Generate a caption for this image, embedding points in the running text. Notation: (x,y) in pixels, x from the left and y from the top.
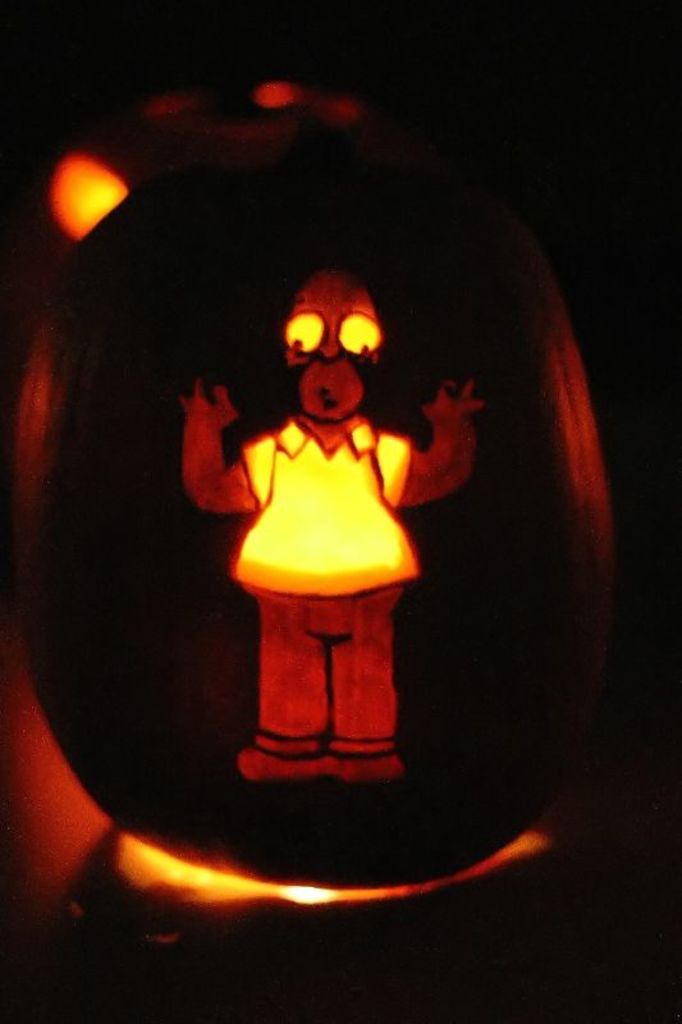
In this picture I can see a cartoon picture (324,611). The background of the image (294,375) is dark.
